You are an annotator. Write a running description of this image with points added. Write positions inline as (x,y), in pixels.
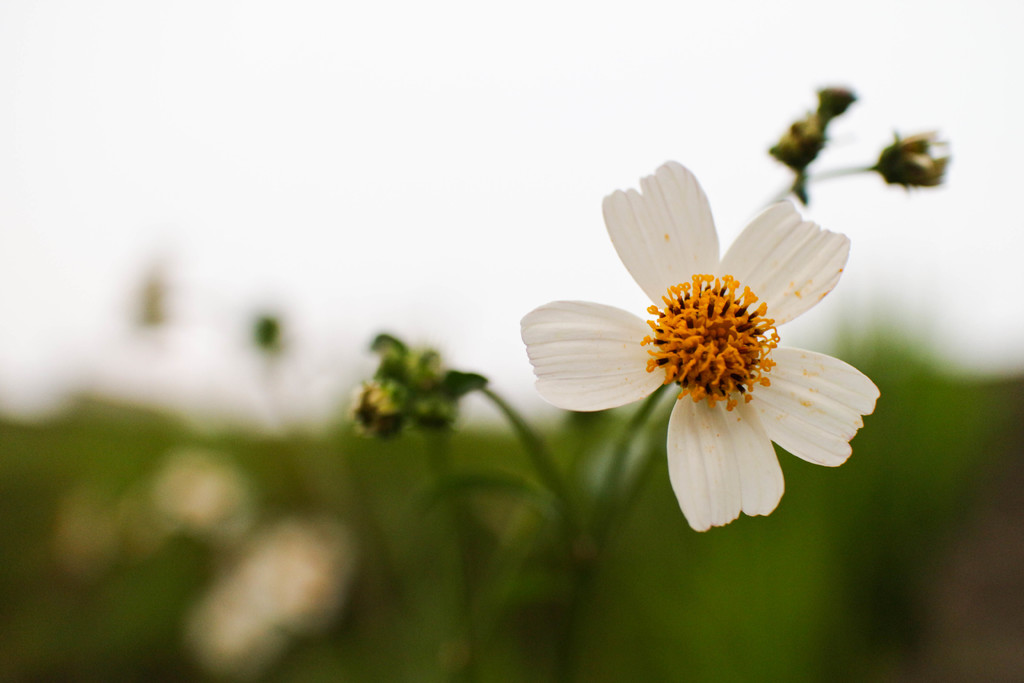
In this image we can see few plants (699,281). There is a flower (711,270) to a plant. There is a blur background (39,670) in the image.
